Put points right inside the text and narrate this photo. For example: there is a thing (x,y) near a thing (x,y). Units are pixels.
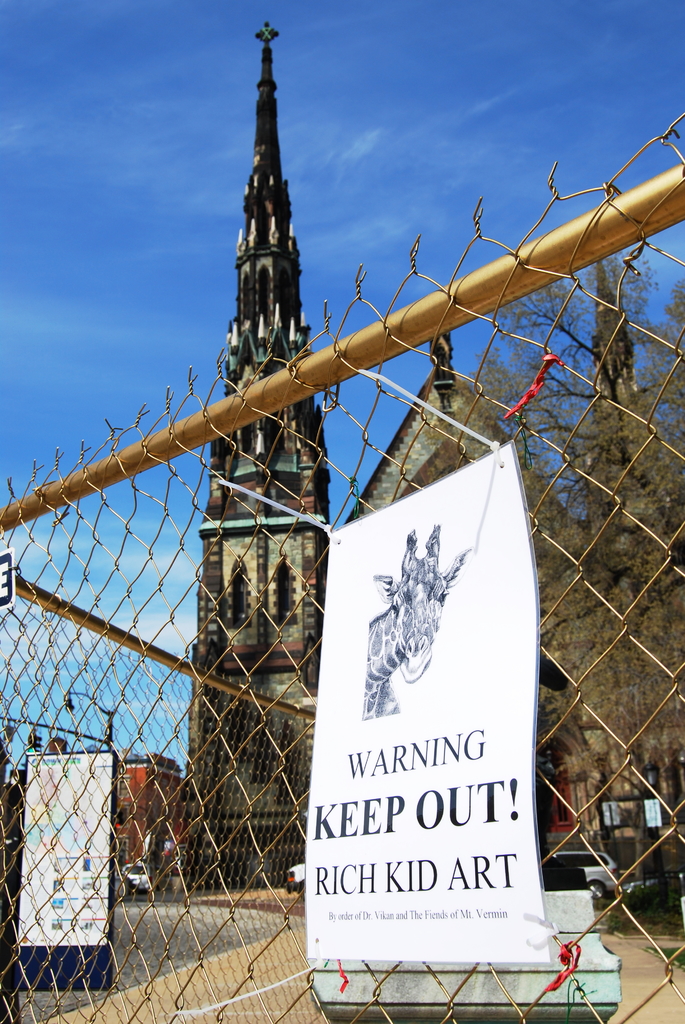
In this picture we can see posters (77,839), fence (254,817), bench (461,1010) on the ground (165,982), vehicles (595,886), trees (673,672), light pole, buildings (192,729) with windows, some objects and in the background (323,207) we can see the sky (302,126).
